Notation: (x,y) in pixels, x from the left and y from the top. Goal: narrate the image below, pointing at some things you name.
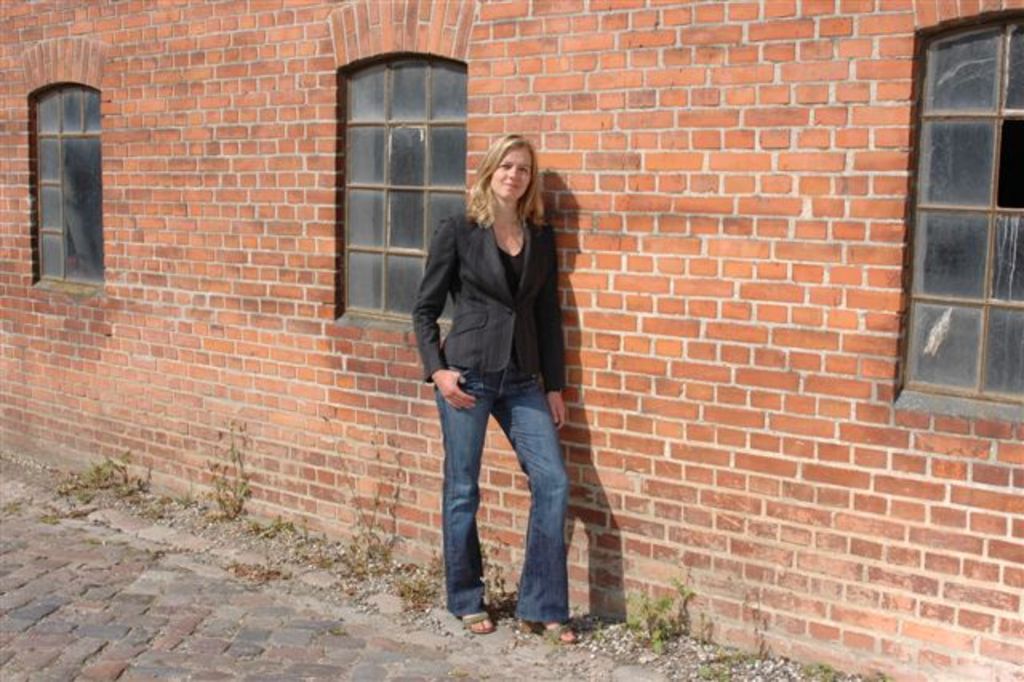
In this picture I can see a woman (438,403) standing, and in the background (968,526) there is a wall (553,109) with windows (343,74).
